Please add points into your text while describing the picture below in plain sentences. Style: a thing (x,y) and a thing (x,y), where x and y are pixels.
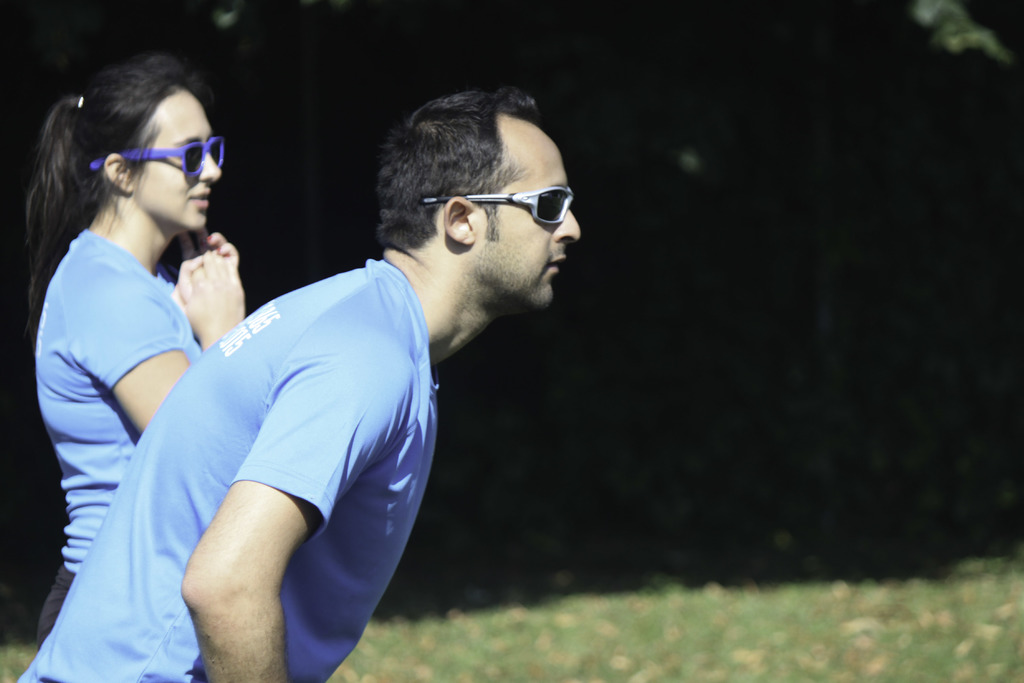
In this image, on the left side (48,389), we can see two people (253,315) man (304,505) and women (127,304) are wearing blue color shirt (316,489). In the background (527,372), we can see black color. At the bottom (821,598), we can see a grass (692,645).
